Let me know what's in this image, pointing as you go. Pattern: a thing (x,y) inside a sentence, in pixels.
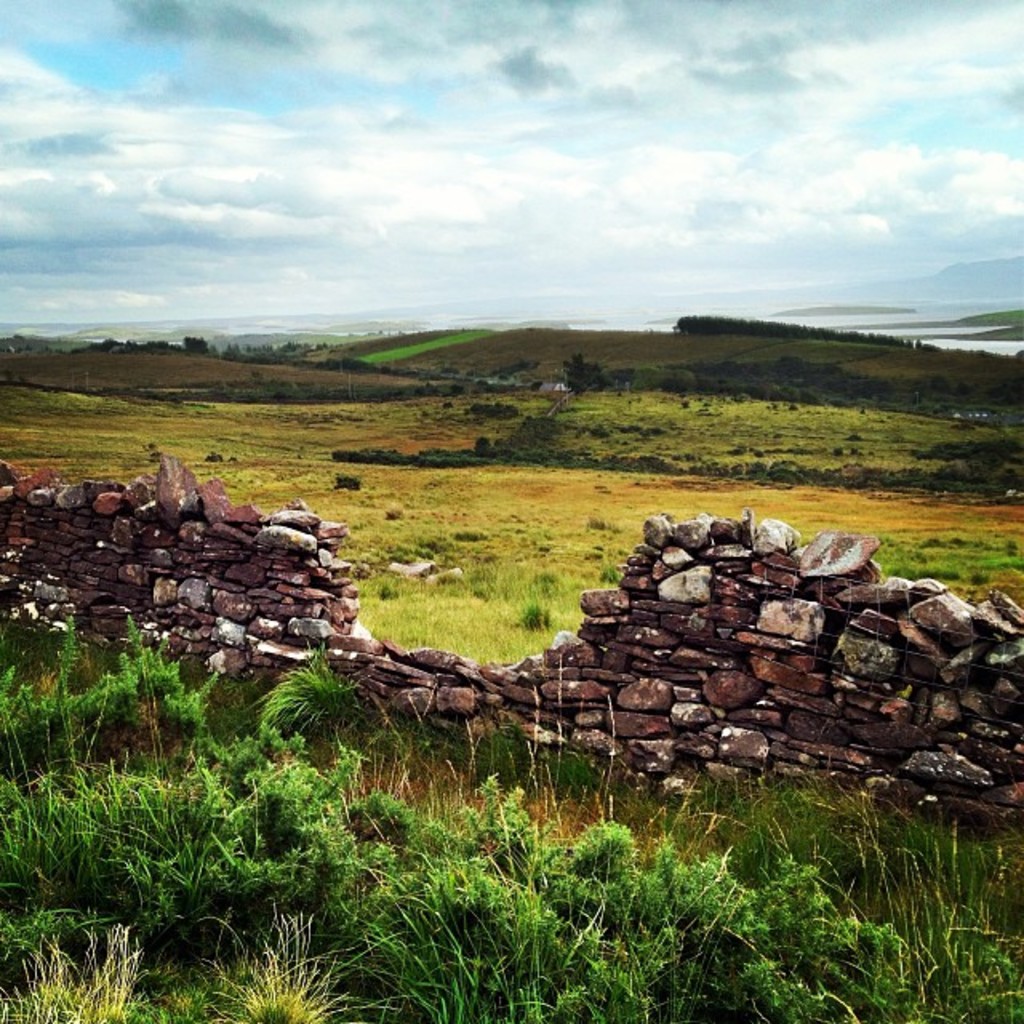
In this picture there is a wall (694,624) in the foreground (682,705). At the back (917,354) there are plants (838,383) and there is grass (390,479). At the back (1016,350) there are mountains (431,372) and there is water (936,339). At the top (599,190) there is sky (769,197) and there are clouds (392,29).
